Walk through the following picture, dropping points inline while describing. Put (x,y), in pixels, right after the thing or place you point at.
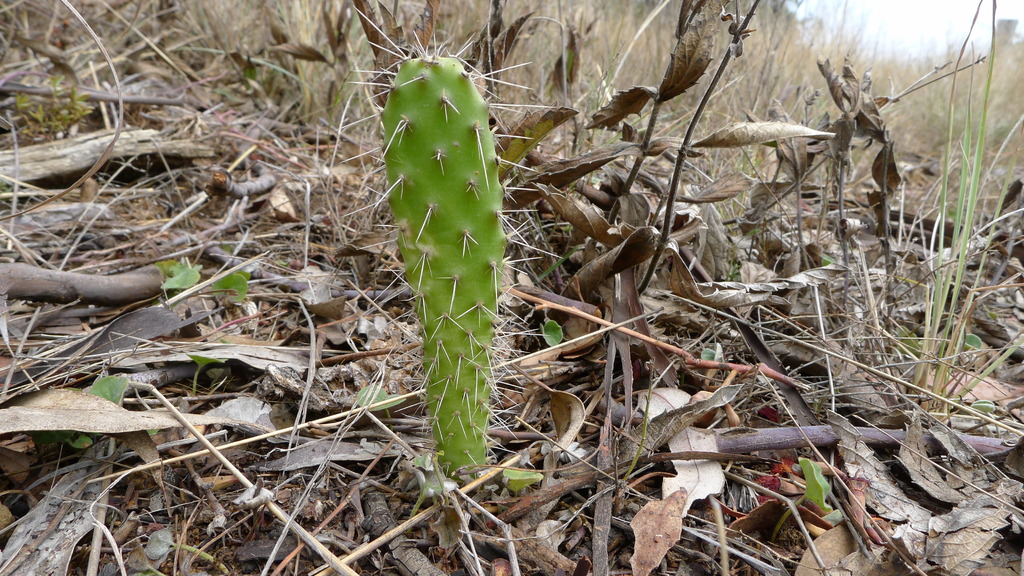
IN this image, we can see a cactus (452,247), few dry leaves (760,269), grass (822,303), some plants (168,266), sticks (163,230).
